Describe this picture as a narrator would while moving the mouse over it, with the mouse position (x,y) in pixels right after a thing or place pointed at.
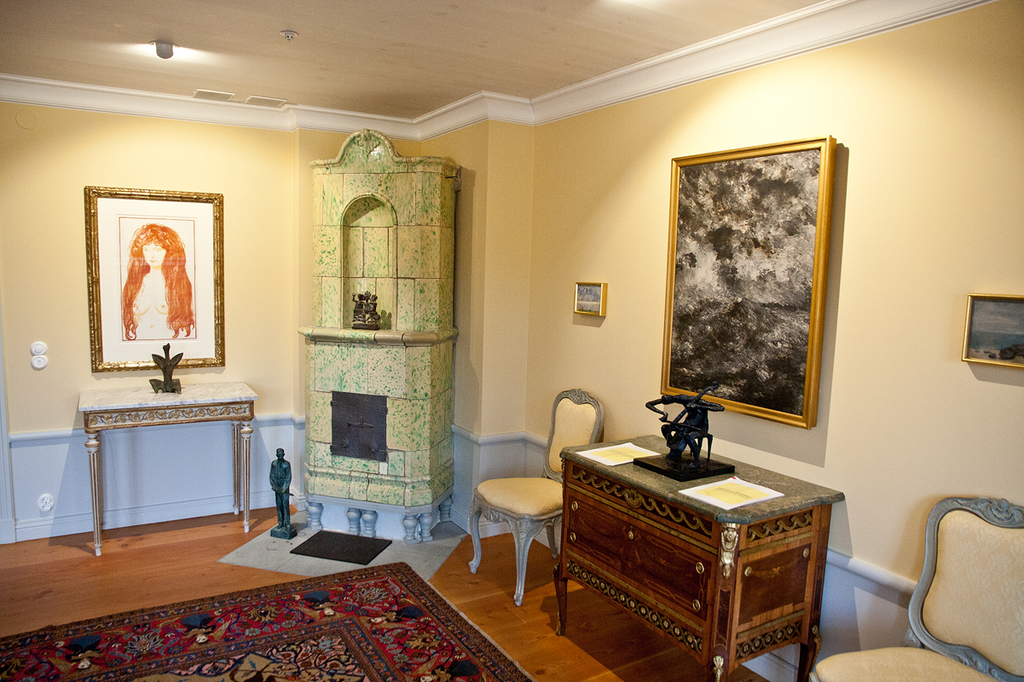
This is a picture taken in a room (848,494). In the foreground of the picture (611,559) there are chairs (522,485), table (584,580), mat (308,623). On the table (681,484) there are papers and sculpture (673,441). On the left (150,311) there are table (189,419), sculptures (283,465), frame (149,283), wall (246,286) and other objects (319,295). In the center of the picture (673,314) there are frames (763,282) on the wall (665,271). At the top (148,48) there are lights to the ceiling (257,45).
